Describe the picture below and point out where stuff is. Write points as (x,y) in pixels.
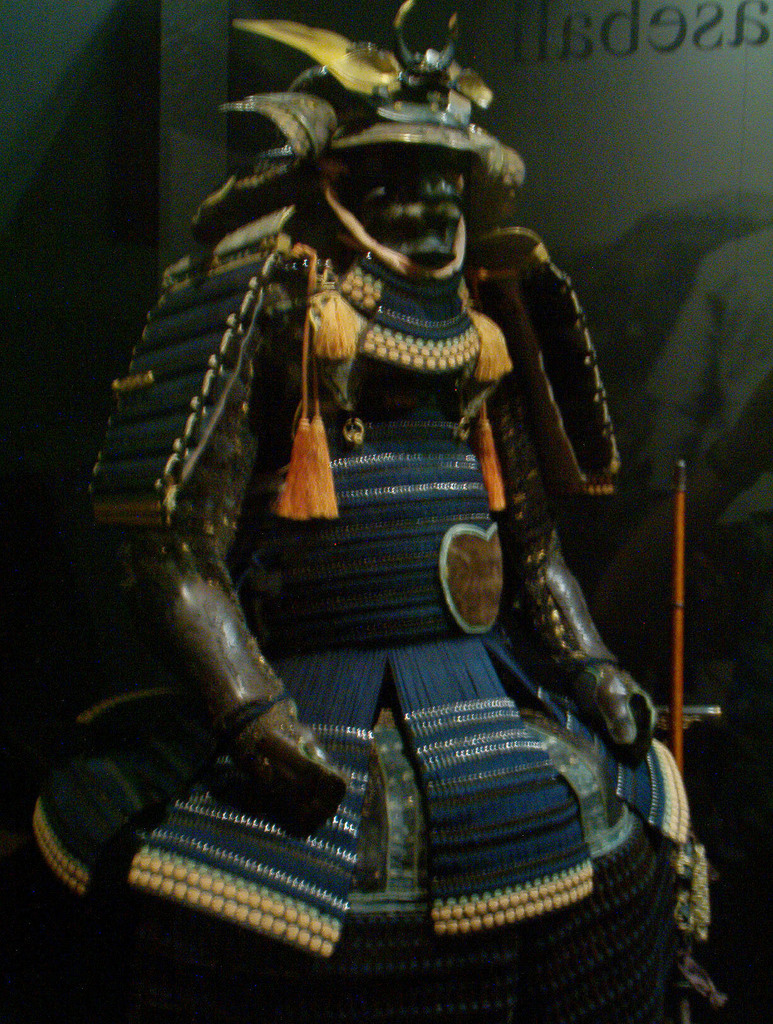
In this image, this looks like a sculpture (527,406). I think this is made of wood (260,685). This looks like a poster (642,197). These are the tassels (315,454), which are orange in color.
